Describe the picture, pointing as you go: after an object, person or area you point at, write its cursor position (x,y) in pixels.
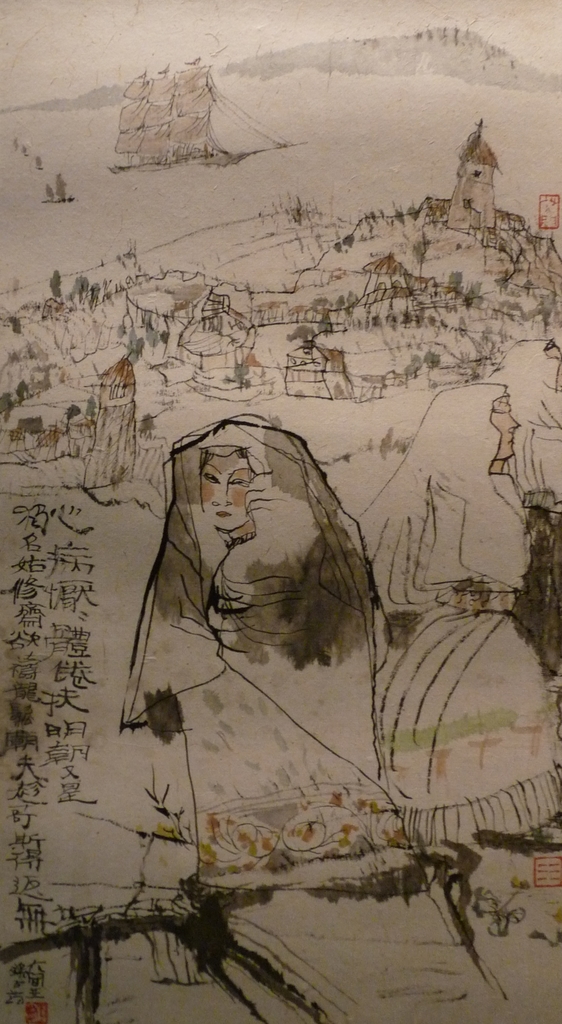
In this image we can see the drawing image of the women (252,417) and we can see some text (90,595).
